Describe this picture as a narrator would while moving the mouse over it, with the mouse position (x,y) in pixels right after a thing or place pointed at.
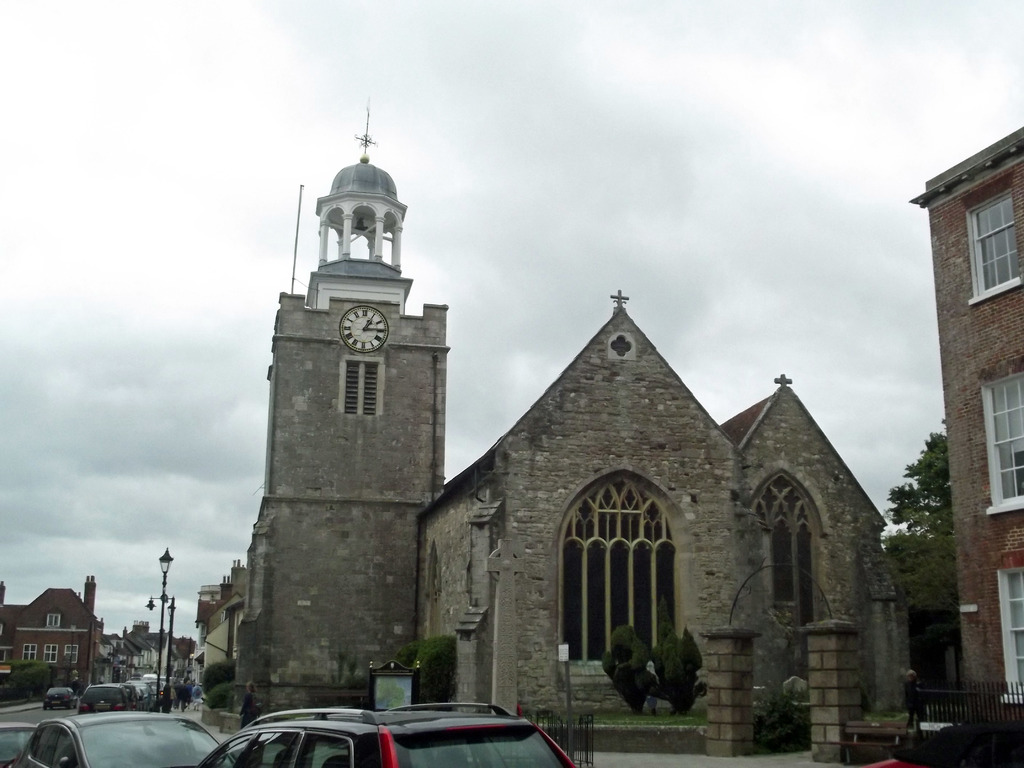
In this image I can see few buildings (862,501), in front I can see a clock tower (422,372). I can also see few vehicles (73,734) on the road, light poles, and sky (77,167) in white and gray color.
